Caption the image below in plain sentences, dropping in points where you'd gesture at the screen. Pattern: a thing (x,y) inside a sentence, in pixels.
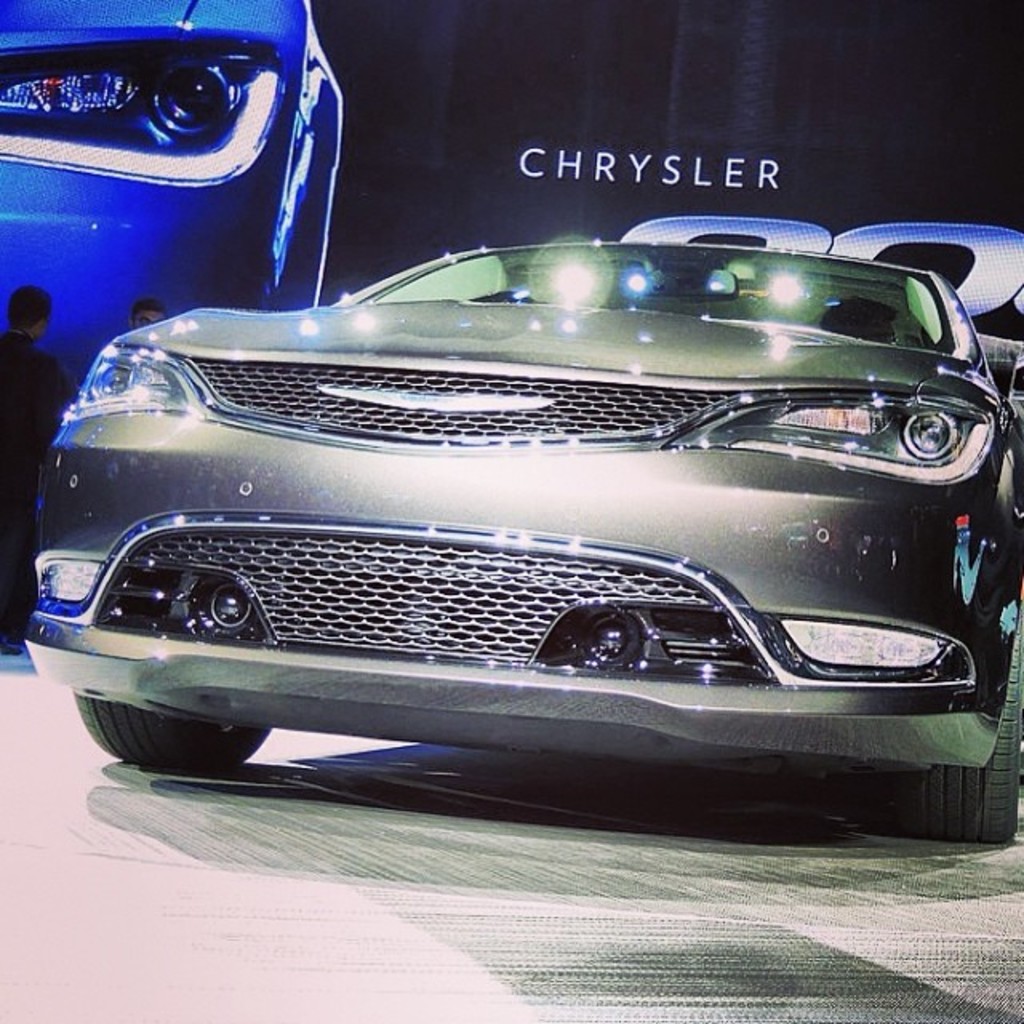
In this image we can see the car (596,529). And on the left (14,517) we can see two people (14,410) standing. And in the background (293,193) we can see written text (694,170) on the board (566,72).
